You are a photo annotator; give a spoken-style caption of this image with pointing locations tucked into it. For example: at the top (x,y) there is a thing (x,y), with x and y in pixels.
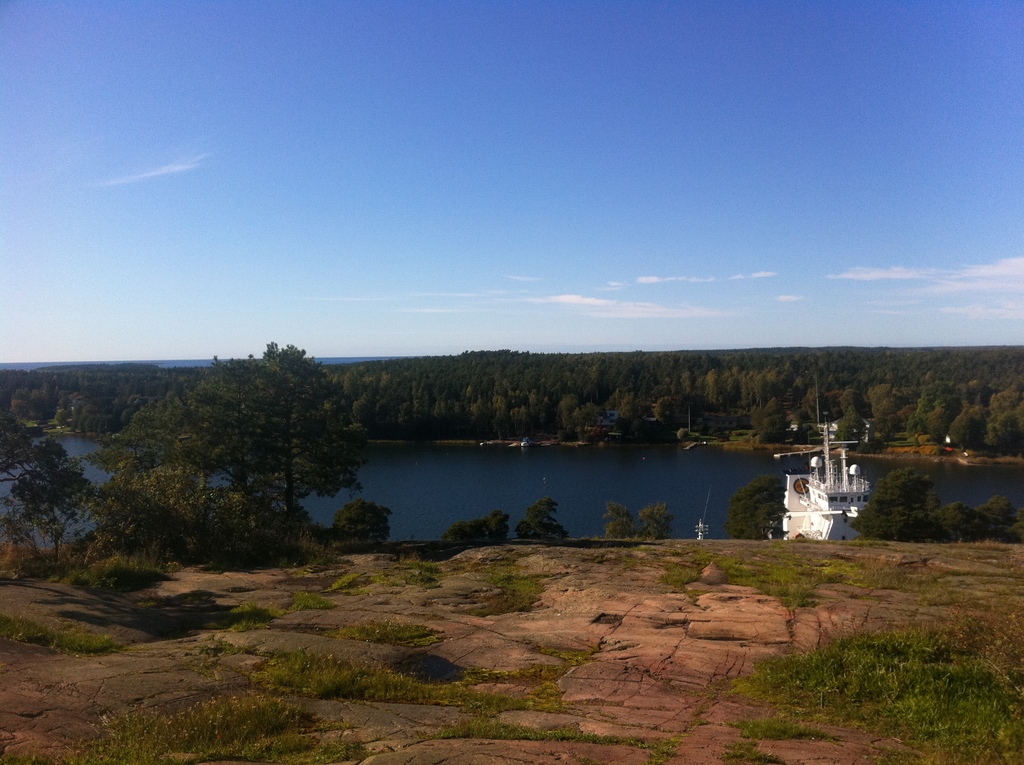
This is a boat (832,513), which is white in color. I can see the grass (445,693). These are the trees (362,535) with branches (280,422) and leaves (227,494). This is the river (648,488) with the water (648,488). This is the sky (528,178).
